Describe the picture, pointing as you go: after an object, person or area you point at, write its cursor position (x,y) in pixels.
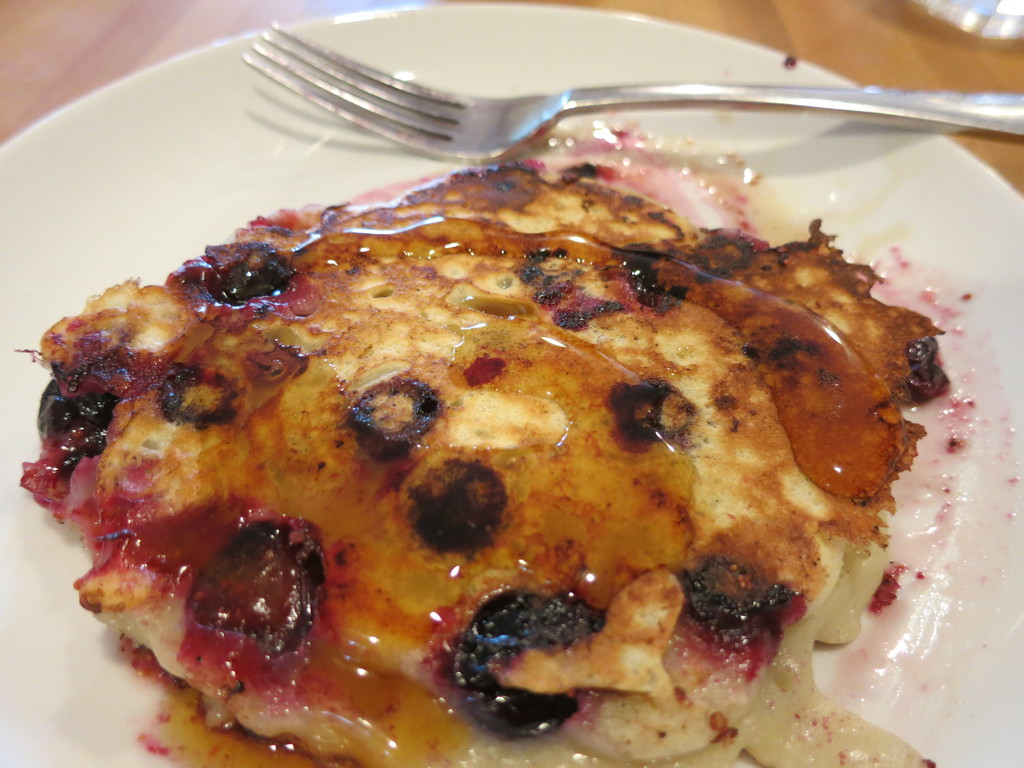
In this picture we can see a wooden platform (11,135). We can see food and fork (452,131) on a plate (550,133).
